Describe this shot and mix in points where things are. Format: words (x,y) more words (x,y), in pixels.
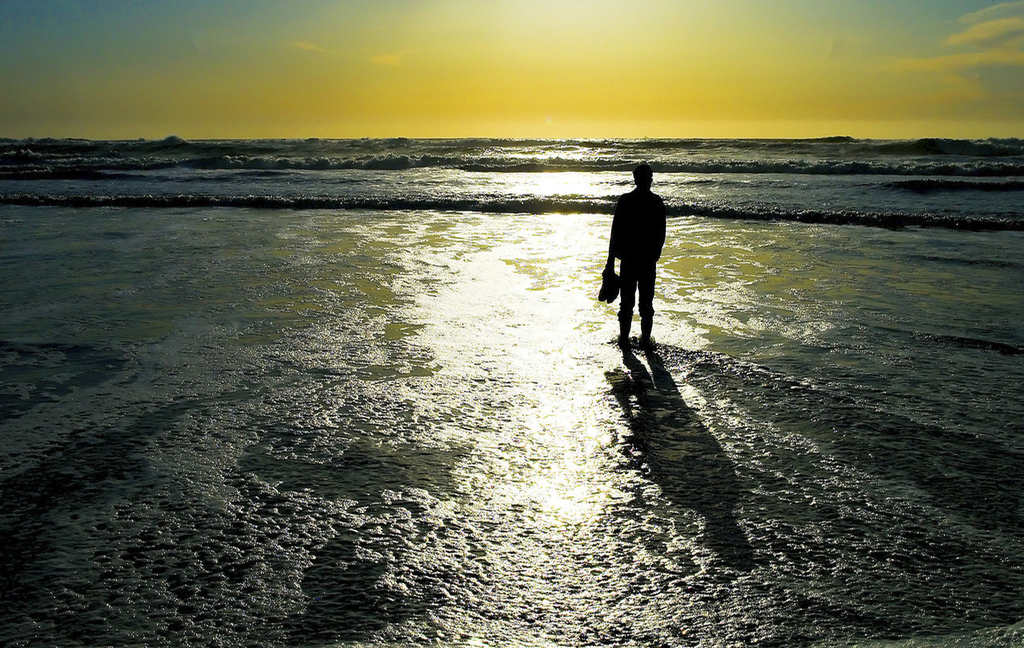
In this image in the center (624,281) there is a man (641,293) standing and in the background (426,176) there is water (450,181).
